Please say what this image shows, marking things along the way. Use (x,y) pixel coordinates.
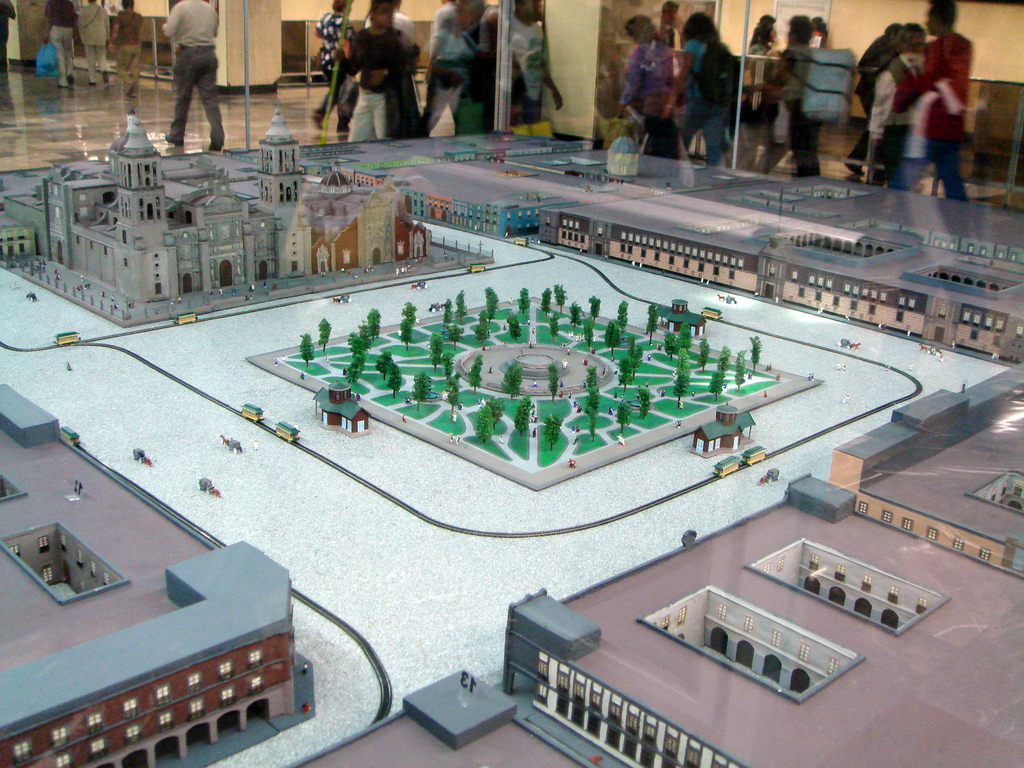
In this image I can see trees (399,371), buildings (1022,330) and vehicles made up of papers (392,367) kept for showcase. In the background (649,128) I can see a crowd (465,101) on the floor (22,139), poles (246,79), board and a wall (569,60). This image is taken may be in a museum during a day.
